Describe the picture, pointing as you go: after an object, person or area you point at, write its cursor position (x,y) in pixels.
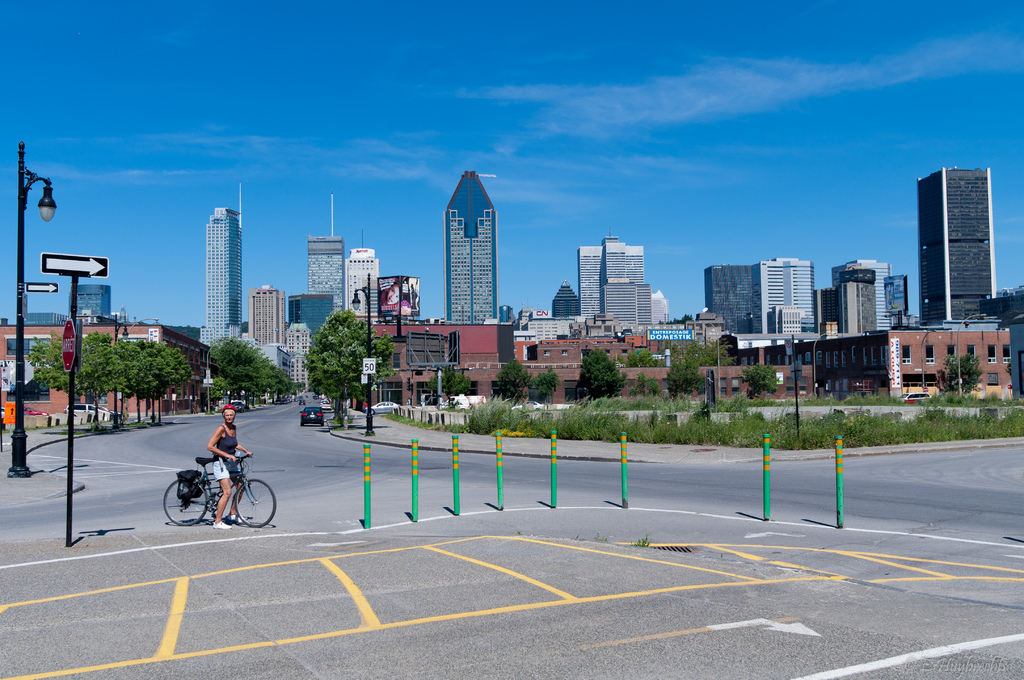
In this image, we can see some buildings (750,284), vehicles (458,401), poles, trees (591,389), plants (734,410), signboards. We can see the ground (352,503) with some objects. We can see a person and a bicycle (211,498). We can see the sky (7,250) with clouds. We can see some boards (398,278) with text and images (382,285).
